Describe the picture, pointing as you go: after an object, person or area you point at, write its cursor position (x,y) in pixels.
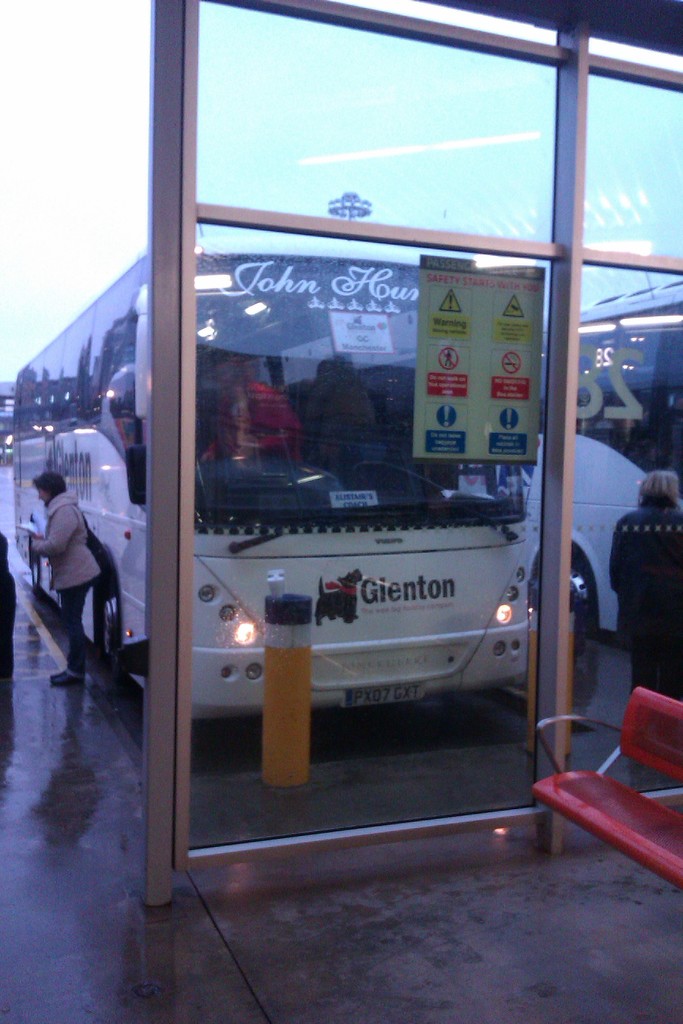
In this picture I can see the vehicles (276,472) in the parking space (31,639). I can see the glass wall (451,600). I can see the bench (622,800).
